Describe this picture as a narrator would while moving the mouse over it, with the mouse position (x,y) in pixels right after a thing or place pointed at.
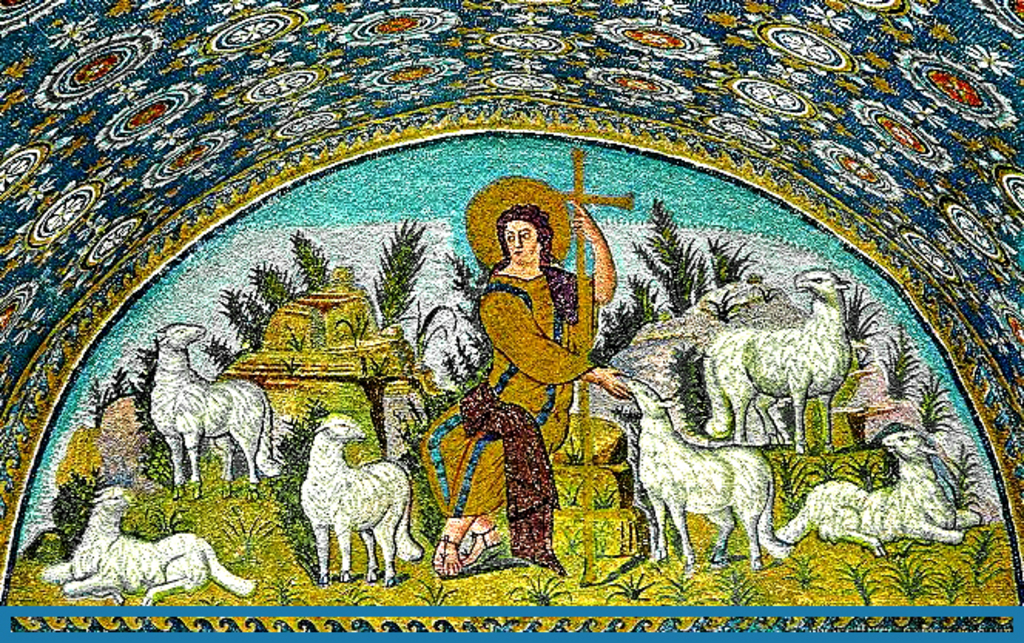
In this image, we can see a painting (460,162). In this painting (546,440), there are few sheep (844,499), plants (643,309). A person (506,468) is sitting and holding a holy cross (571,197).
